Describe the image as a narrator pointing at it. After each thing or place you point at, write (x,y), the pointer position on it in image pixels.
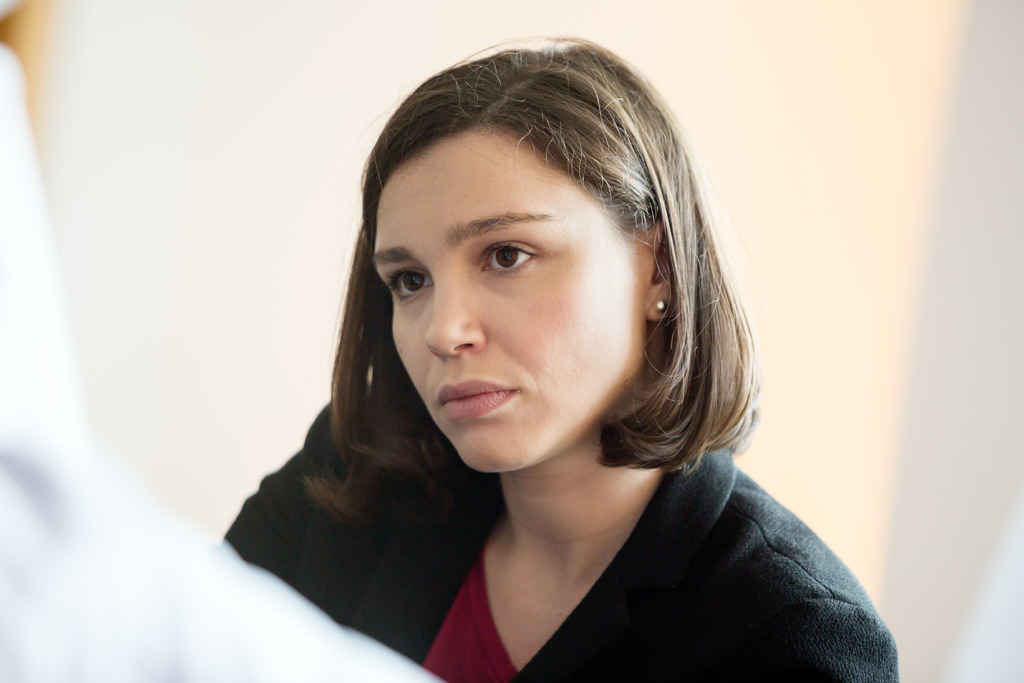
In this picture we can observe a woman (399,482). She is wearing a black color coat (657,567). The background (248,236) is in white color.
